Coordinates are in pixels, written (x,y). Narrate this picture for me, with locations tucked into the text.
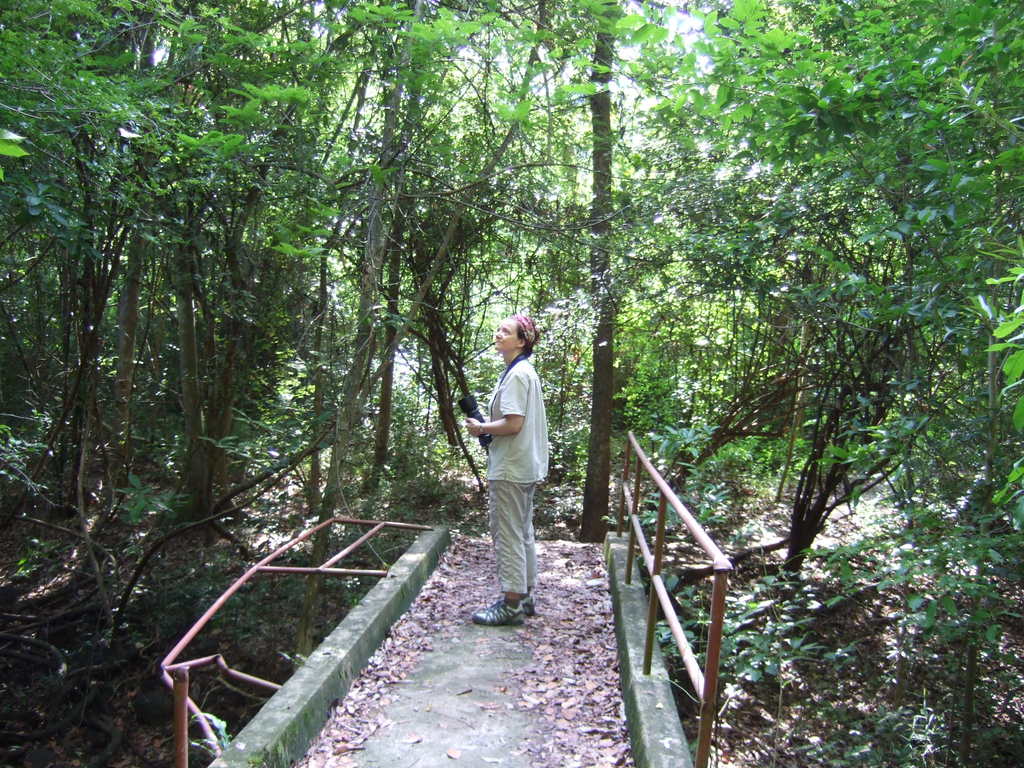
As we can see in the image there are trees (439,212) and there is a woman (511,472) wearing white color dress (509,477).
